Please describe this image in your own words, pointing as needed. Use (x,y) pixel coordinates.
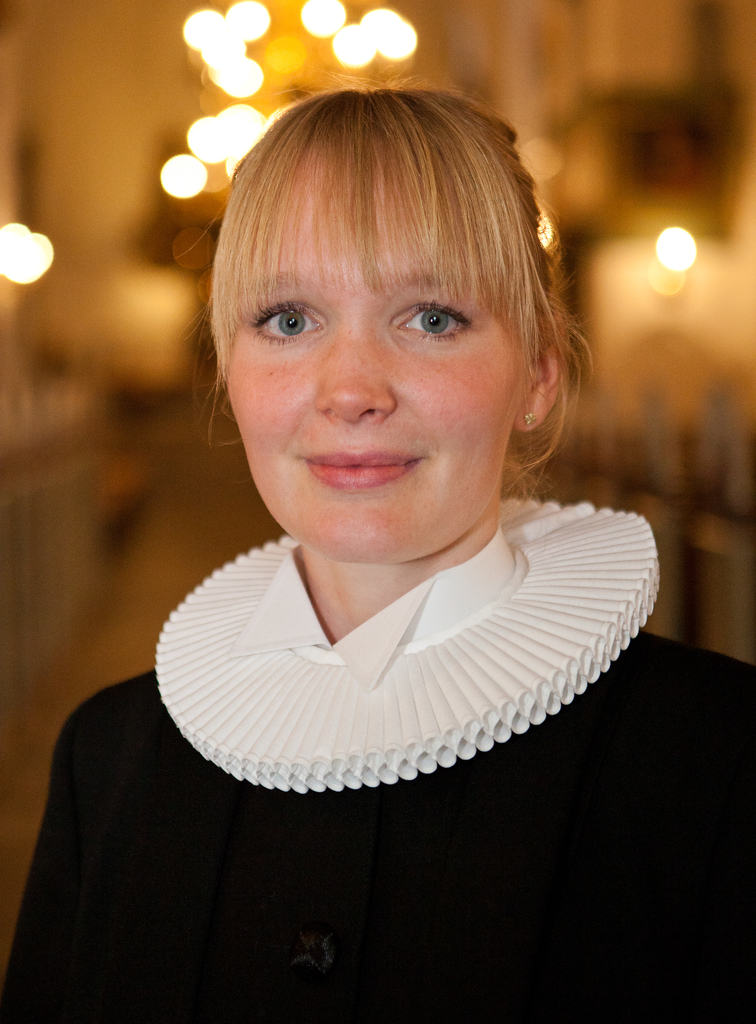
In this image I can see the person (502,612) is wearing black and white color dress (475,713). I can see few lights (348,58) and blurred background (694,445).
